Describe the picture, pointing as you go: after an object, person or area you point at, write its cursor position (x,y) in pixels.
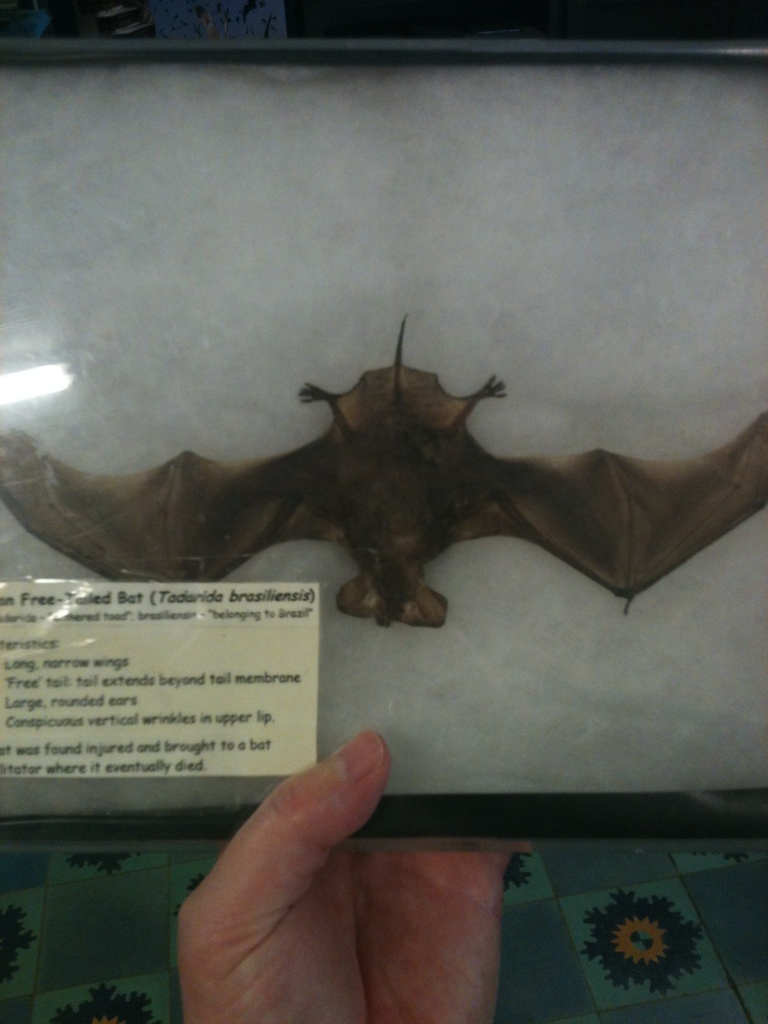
This image is taken indoors. At the bottom of the image (502,928) there is a floor (61,920) and there is a person's hand (329,921) holding a box (731,667) with a bat (338,444) and a paper (119,670) with text (245,684) in it.
